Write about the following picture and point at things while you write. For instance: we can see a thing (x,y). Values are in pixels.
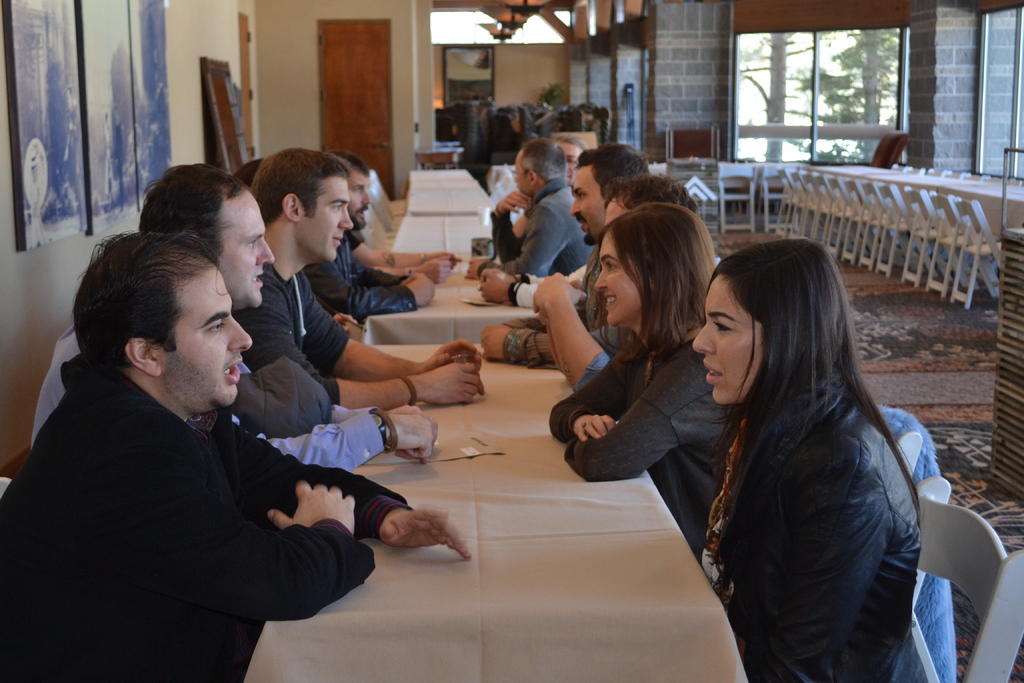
In this image we can see few people (398,265) are sitting near the table (588,489). We can see photo frames (102,153) on the wall (194,105). In the background (806,81) we can see glass windows (798,90).
